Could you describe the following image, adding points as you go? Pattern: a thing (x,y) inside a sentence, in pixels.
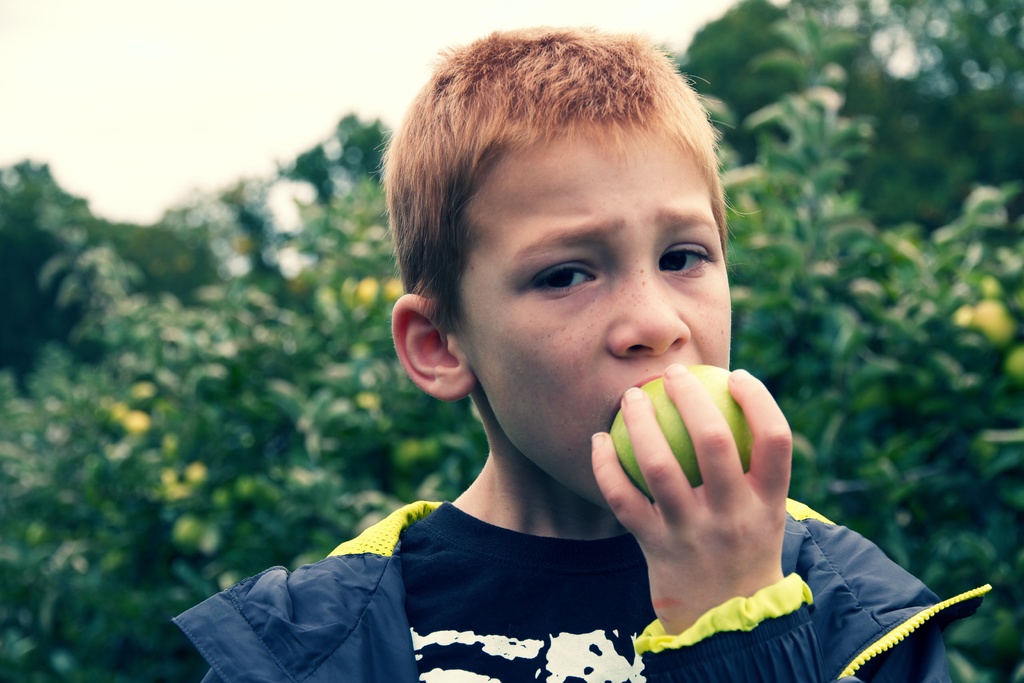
In this image I can see the person (404,583) holding the green color fruit (672,449). The person (380,596) is wearing the navy blue and yellow color dress (421,586). In the back (299,237) there are many trees (278,341) and the sky (133,73).
